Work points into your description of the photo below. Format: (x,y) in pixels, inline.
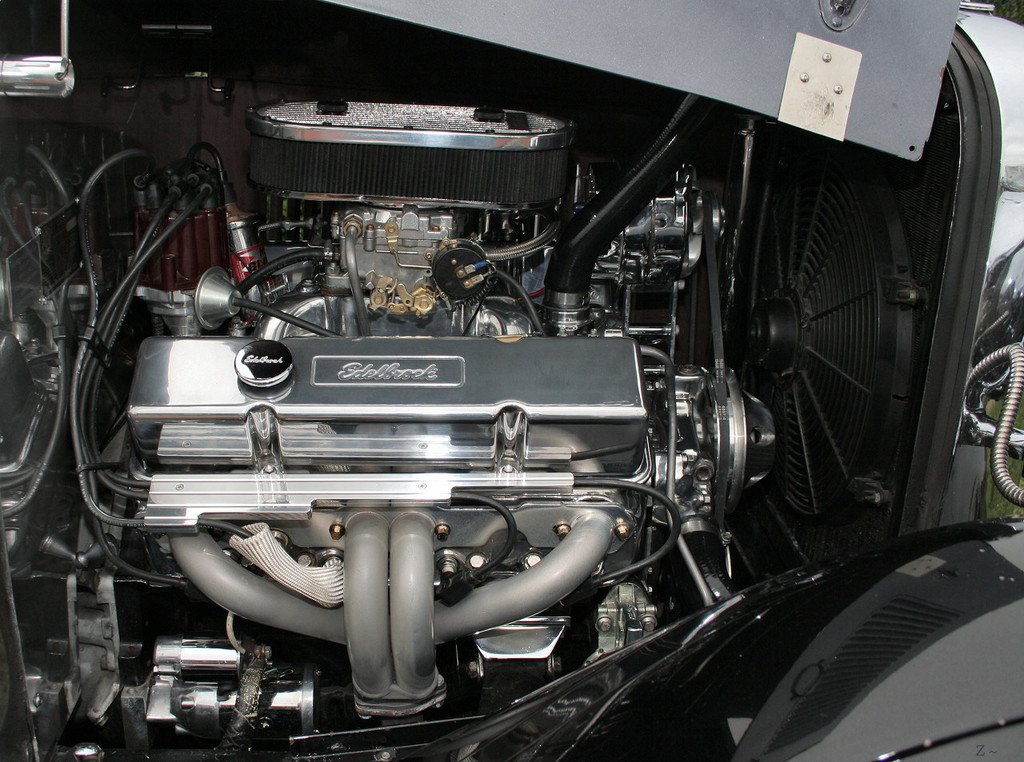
It is the image of the engine (505,329) of the vehicle (371,248) there are plenty of wires (281,265) and many other parts (514,319).
